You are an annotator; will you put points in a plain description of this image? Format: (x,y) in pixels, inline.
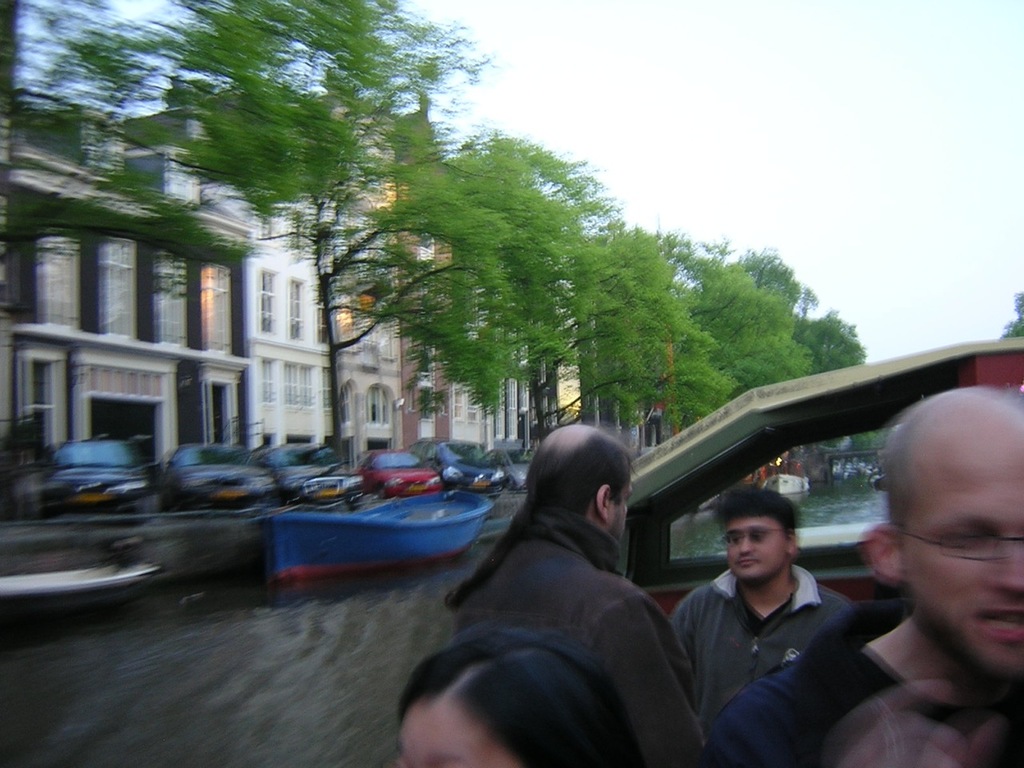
In this image I can see few buildings (97,192), windows (49,389), trees (518,185), few vehicles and the sky (829,296). I can see few boats (333,544) on the water surface (409,641). In front (937,461) I can see few people (913,502).
